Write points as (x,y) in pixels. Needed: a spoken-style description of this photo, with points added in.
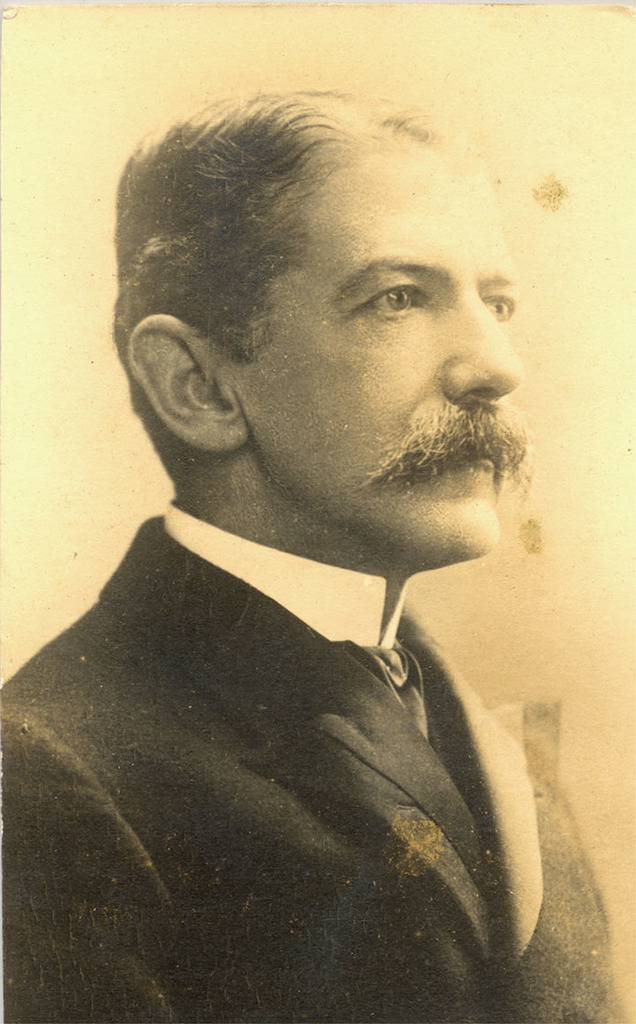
In the image we can see there is a man (300,589) and he is wearing formal suit (412,870). The image is in black and white colour.
